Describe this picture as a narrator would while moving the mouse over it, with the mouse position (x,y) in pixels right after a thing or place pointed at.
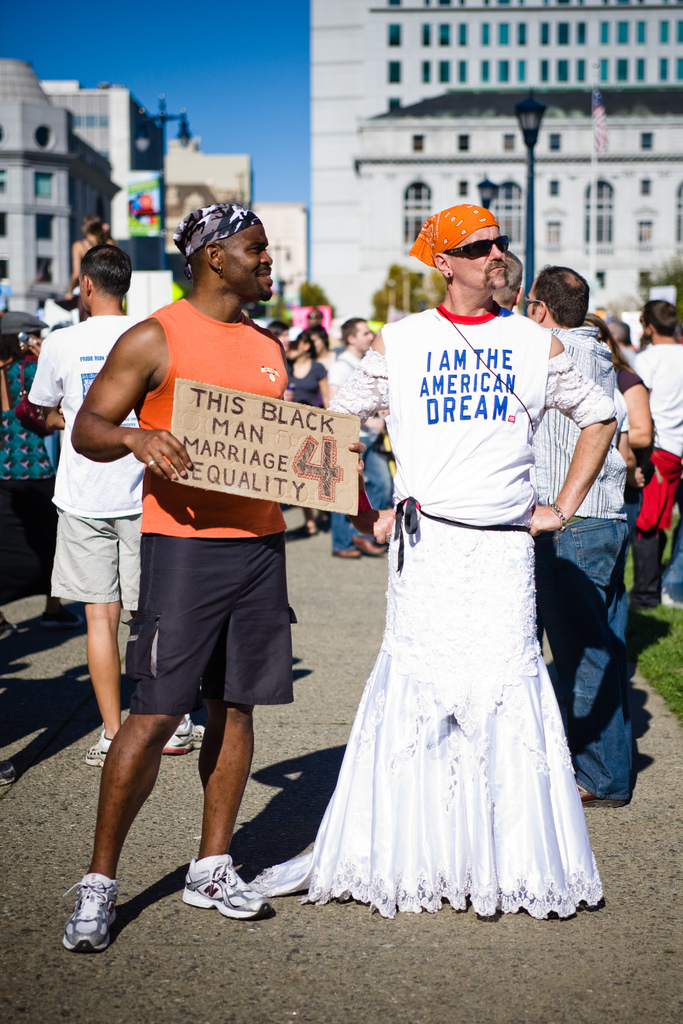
This is the picture of a city (631,153). In this image there are group of people (95,217) standing and there is a person (168,422) with orange color t-shirt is standing and holding the board (177,430) and there is a text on the board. At the back (64,126) there are buildings (26,198), trees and poles (594,285) and there is a flag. At the top (256,43) there is sky (293,60). At the bottom (317,978) there is a road (296,636) and there is grass (669,630).
